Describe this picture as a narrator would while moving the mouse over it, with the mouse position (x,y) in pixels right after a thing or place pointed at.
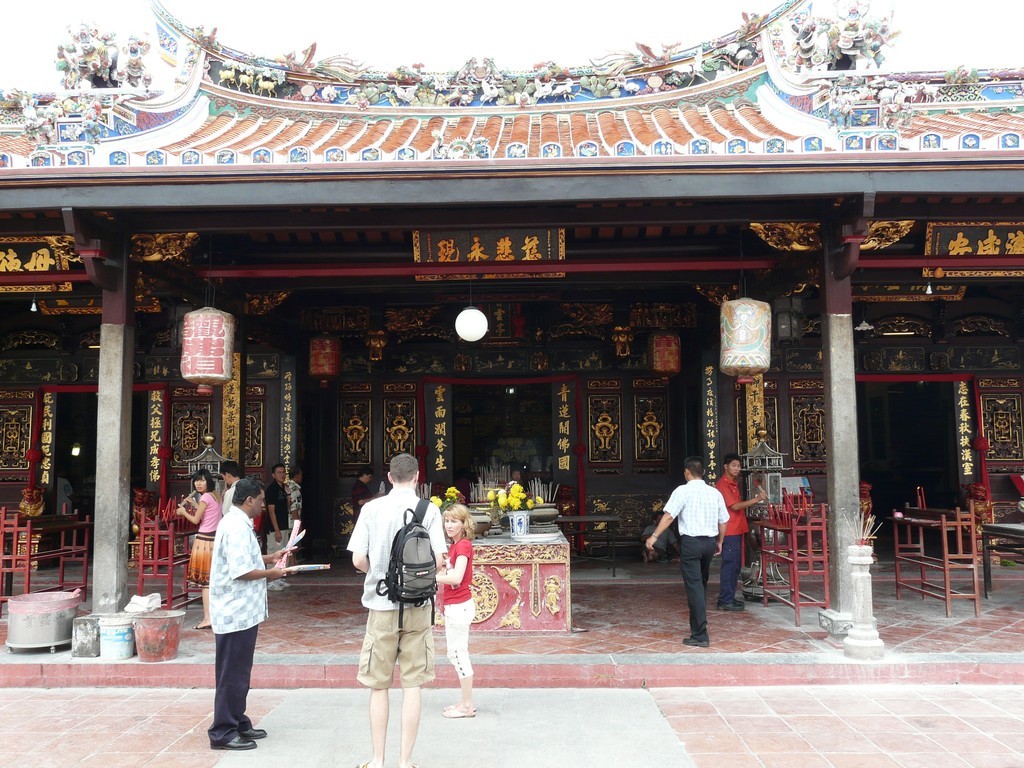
In the center of the image (575,325) we can see a building (488,339), door (539,475), tables (525,549), some objects (508,515), boards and some persons (221,615), containers (141,622), benches (90,525) are there. At the bottom of the image (579,739) ground (589,693) is there. At the top of the image (521,64) sky (415,46) is there.
